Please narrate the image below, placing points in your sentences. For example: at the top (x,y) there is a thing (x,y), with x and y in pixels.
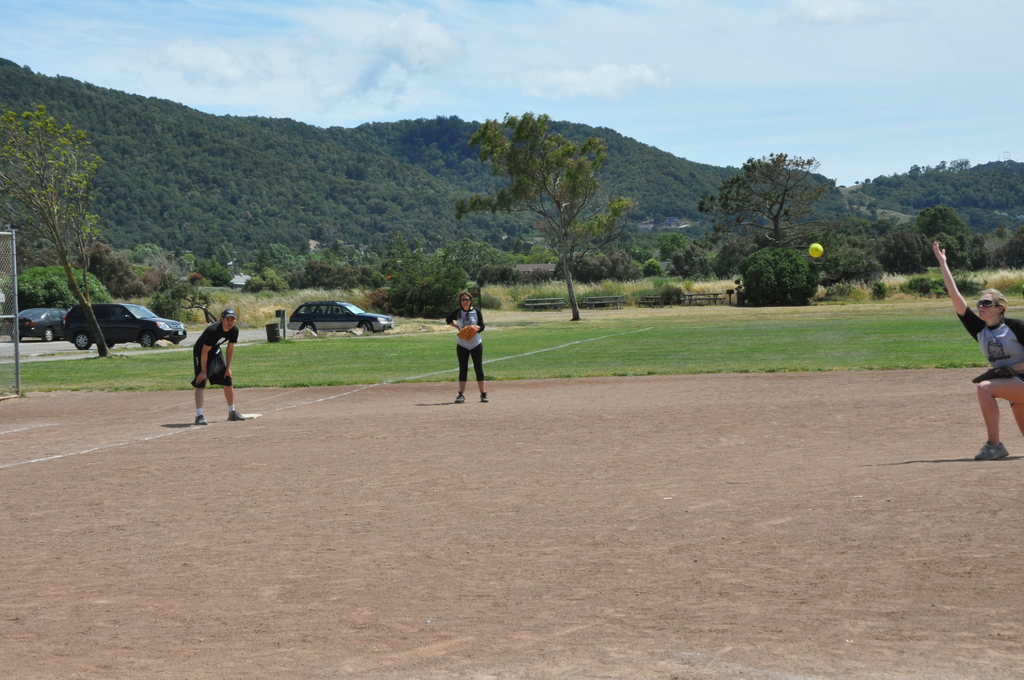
In this picture there are people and we can see ball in the air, ground (438,556), grass (362,342), cars (52,334), trees (545,184), hills (100,225) and few objects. In the background of the image (655,112) we can see the sky (676,91) with clouds (655,84). On the left side of the image (8,328) we can see net (4,303) and pole (16,346).
